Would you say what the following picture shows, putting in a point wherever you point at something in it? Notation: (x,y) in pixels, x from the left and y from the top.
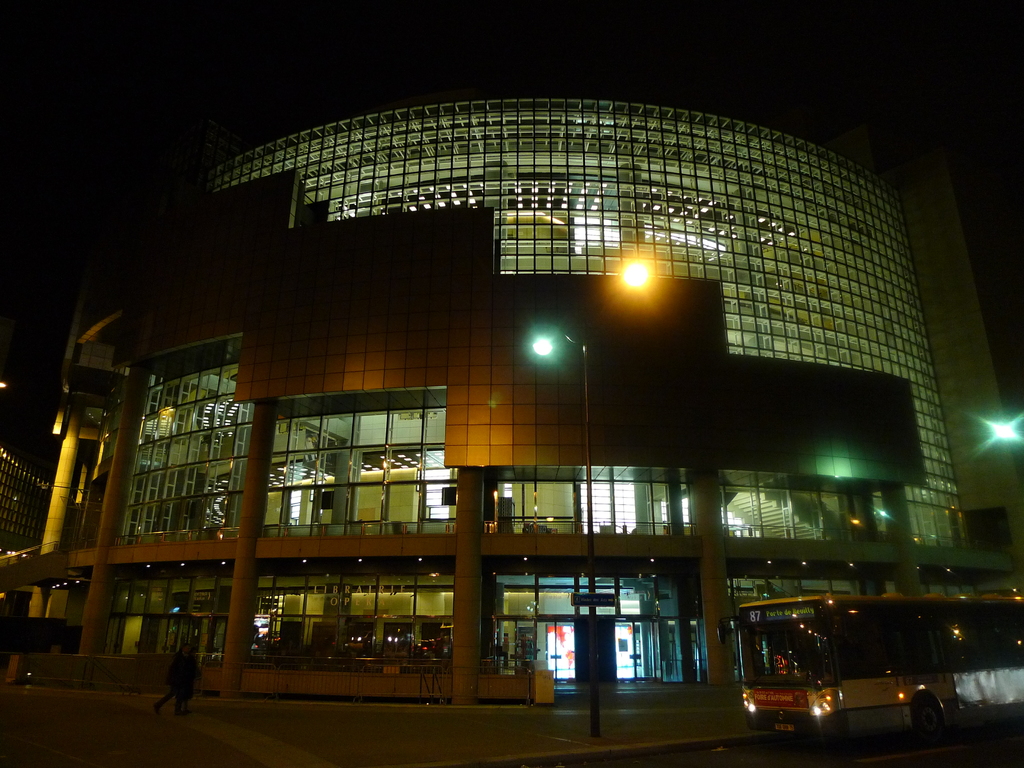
In the picture there is a huge building (439,388). It looks like an organization (589,330) and there are two people (193,678) walking in front of the building (327,646) and on the right side (859,630) there is a bus (837,631).
